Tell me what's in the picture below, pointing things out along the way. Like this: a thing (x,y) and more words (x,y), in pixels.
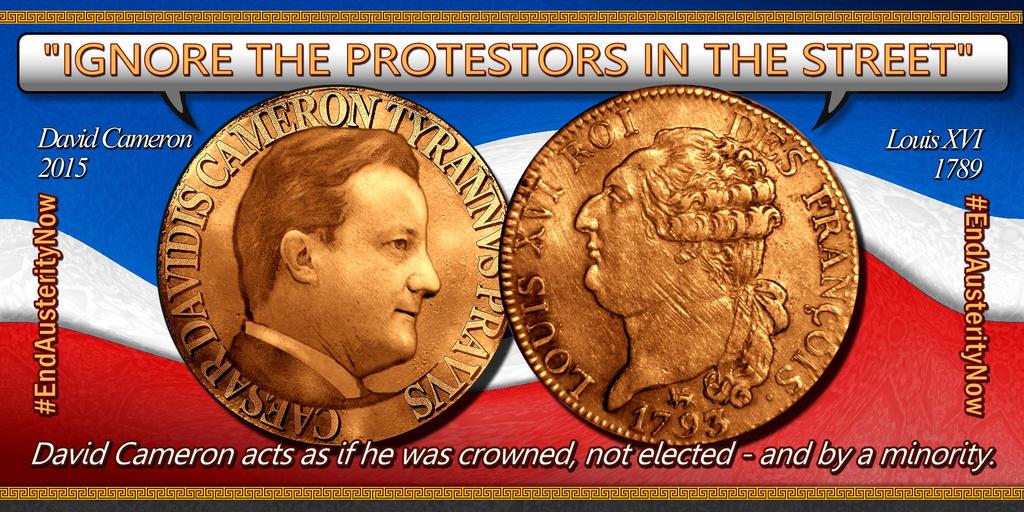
In this picture, we see a poster (172,290) or a banner (657,192) in blue, white and red color. We see the currency coins (281,245) printed on the banner (425,267). At the top (371,65) and at the bottom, we see some text (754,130) written on it.
